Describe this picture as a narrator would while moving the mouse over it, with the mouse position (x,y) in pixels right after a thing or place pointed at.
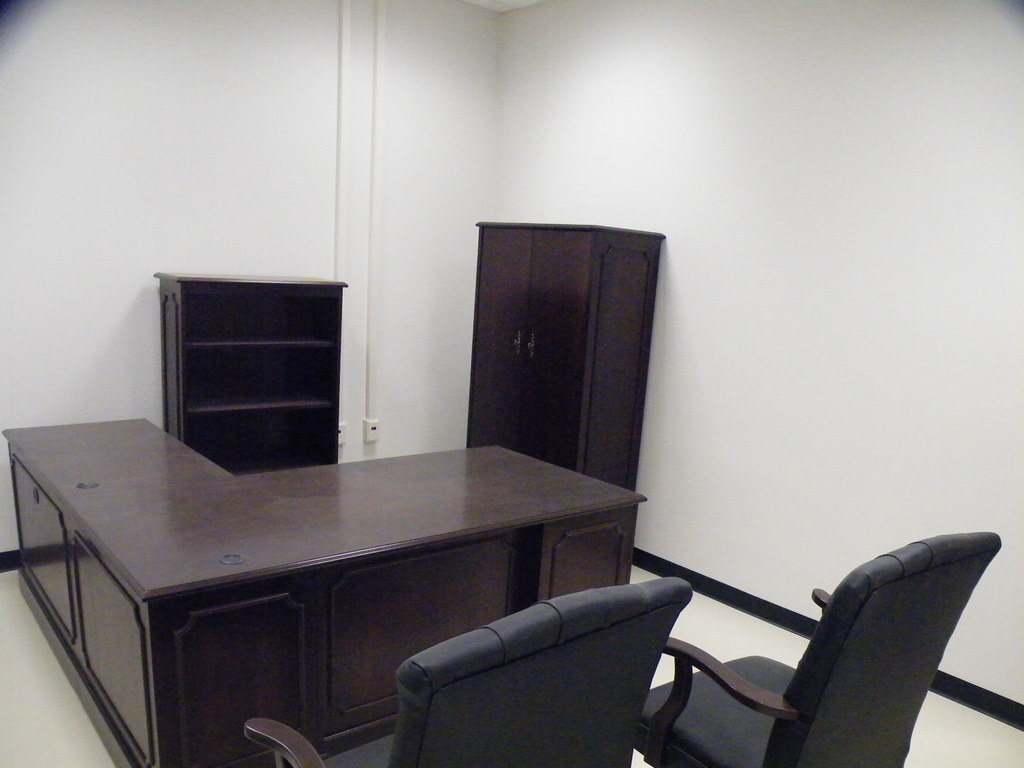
In this image I can see a table (493,462), chair (698,689), cupboard (550,379) and a rack (194,354).
